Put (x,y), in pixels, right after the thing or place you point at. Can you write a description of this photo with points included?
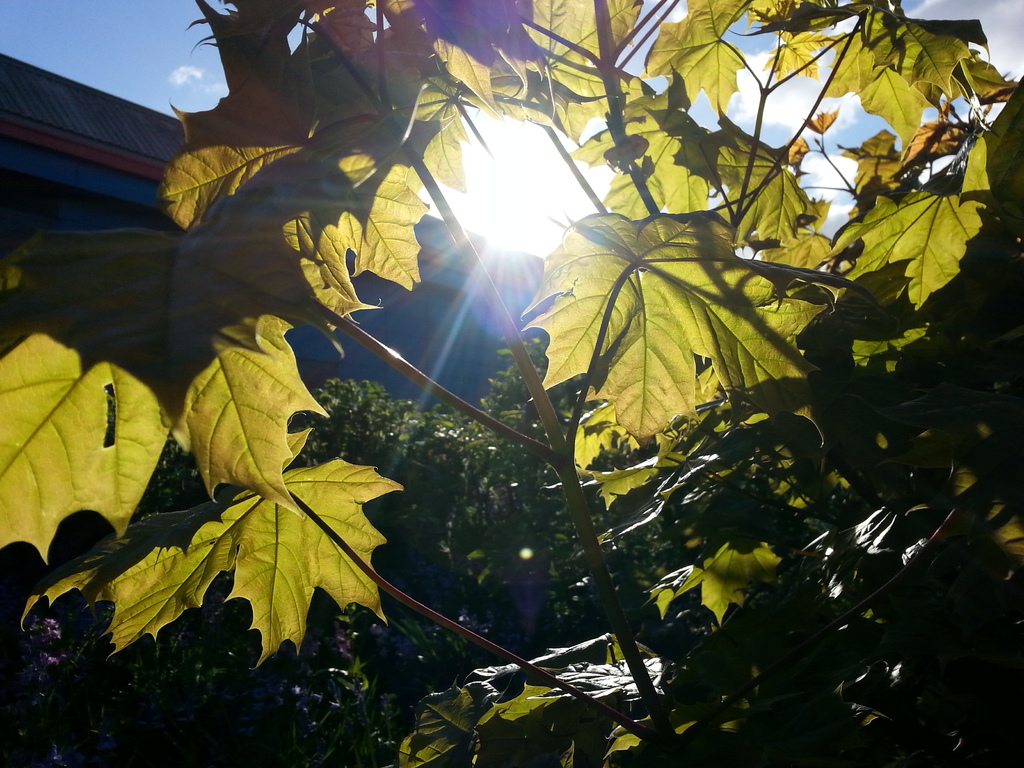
In this image we can see the leaves (302,538) and plants (585,439). And we can see the roof (104,130). And we can see the clouds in the sky (209,62).
